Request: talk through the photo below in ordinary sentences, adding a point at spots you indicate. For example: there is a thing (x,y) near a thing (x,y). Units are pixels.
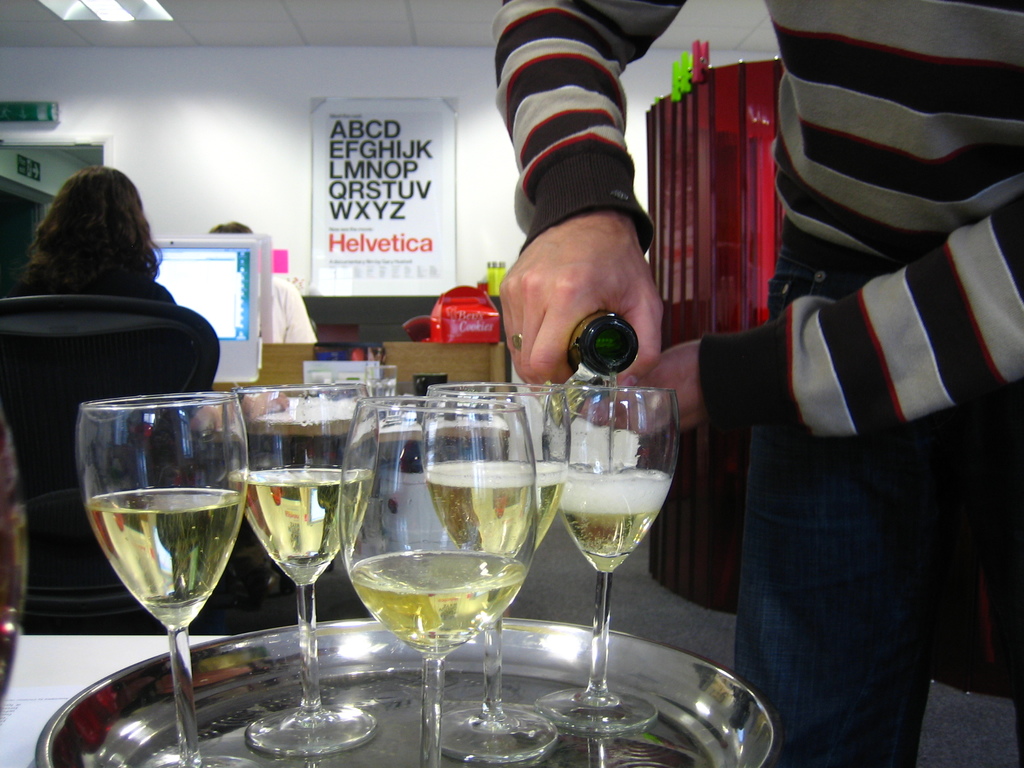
In this image, there is a person (820,181) whose face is not visible holding a bottle (595,321) with his hand (636,302) and pouring champagne (611,464) in the glass (608,450). There is a plate (395,753) at the bottom of the image (396,753) contains some glasses (271,491). There is a person (121,292) on the left side of the image (117,278) sitting on the chair (94,372) in front of the monitor (229,296).
